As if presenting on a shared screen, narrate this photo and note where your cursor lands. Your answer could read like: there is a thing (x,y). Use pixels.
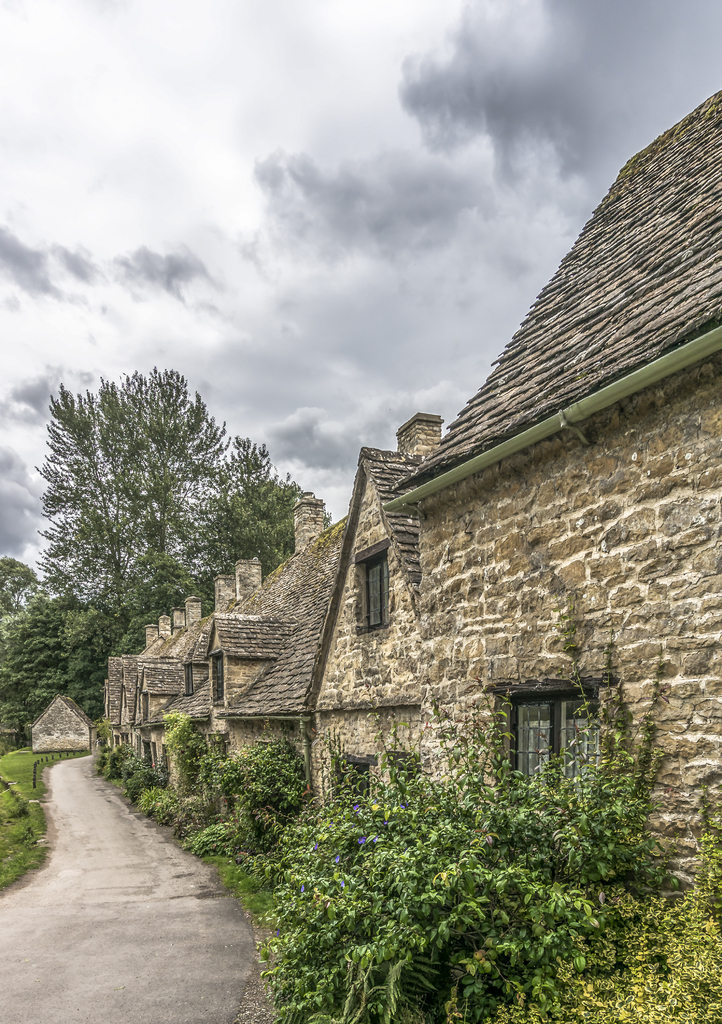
In this picture we can see few houses (335,712) and trees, and also we can see clouds (221,257).
